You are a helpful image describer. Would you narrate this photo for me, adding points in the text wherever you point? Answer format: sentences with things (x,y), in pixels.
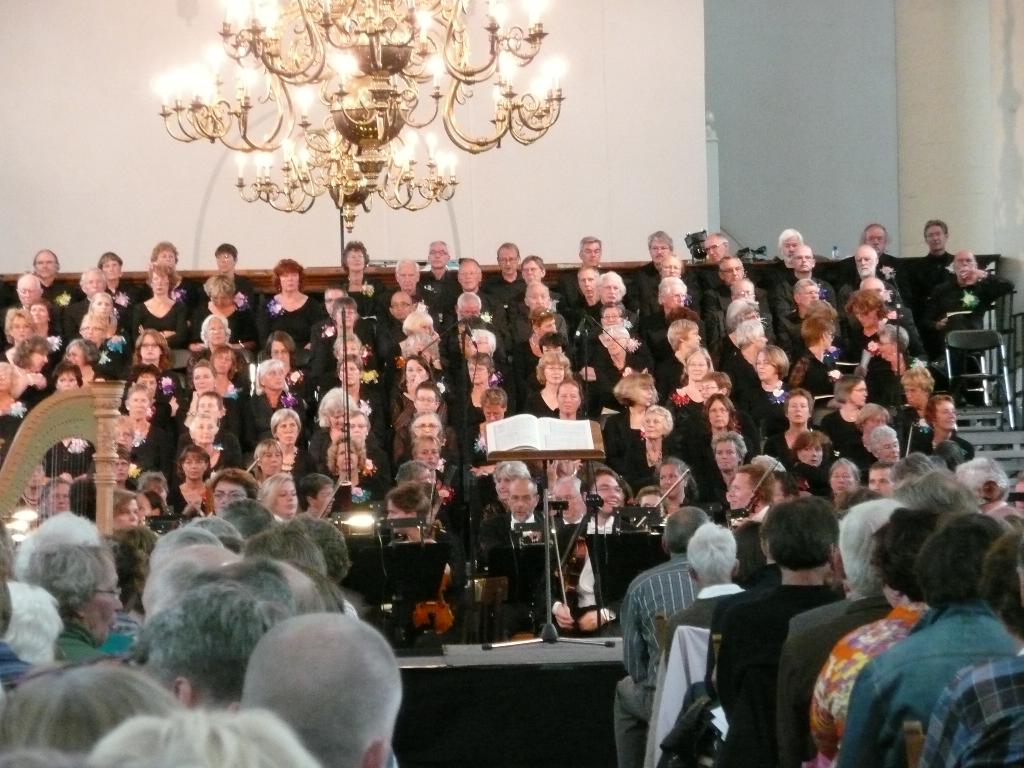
In this image we can see many people (347,480). Some are holding musical instruments (420,613). There is a music note stand (544,516) with book (522,426). Also there is a chandelier (364,85). And there are chairs (956,334). In the back (564,144) there is a wall (573,136).
